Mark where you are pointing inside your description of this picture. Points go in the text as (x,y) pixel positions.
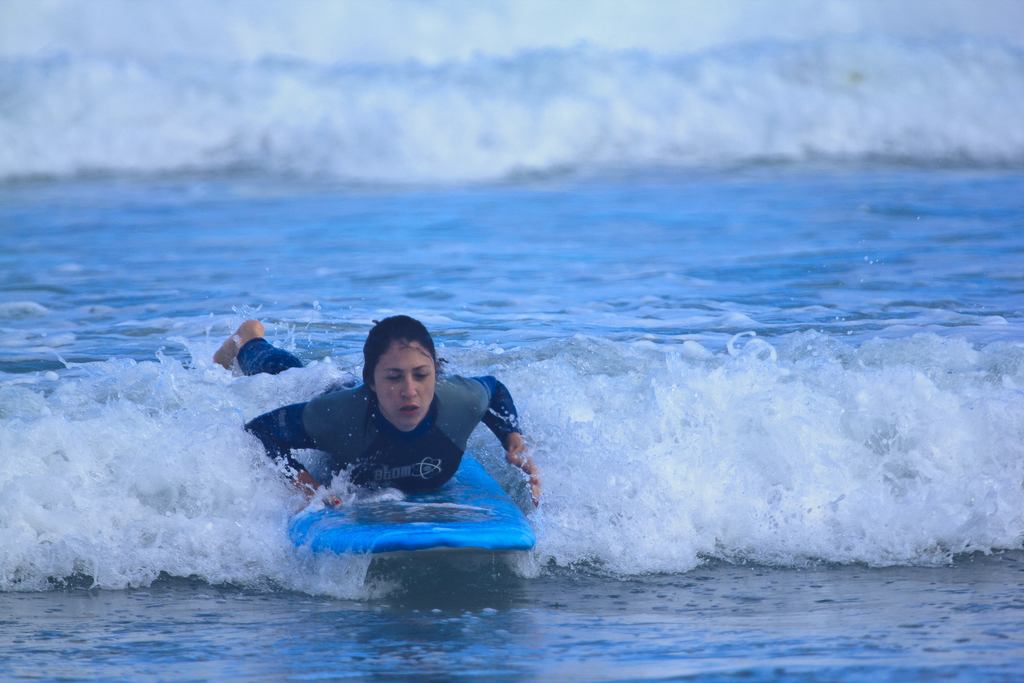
In this picture I can see a woman (320,415) lying on the surfboard (471,484) and surfing on the water (466,288).
